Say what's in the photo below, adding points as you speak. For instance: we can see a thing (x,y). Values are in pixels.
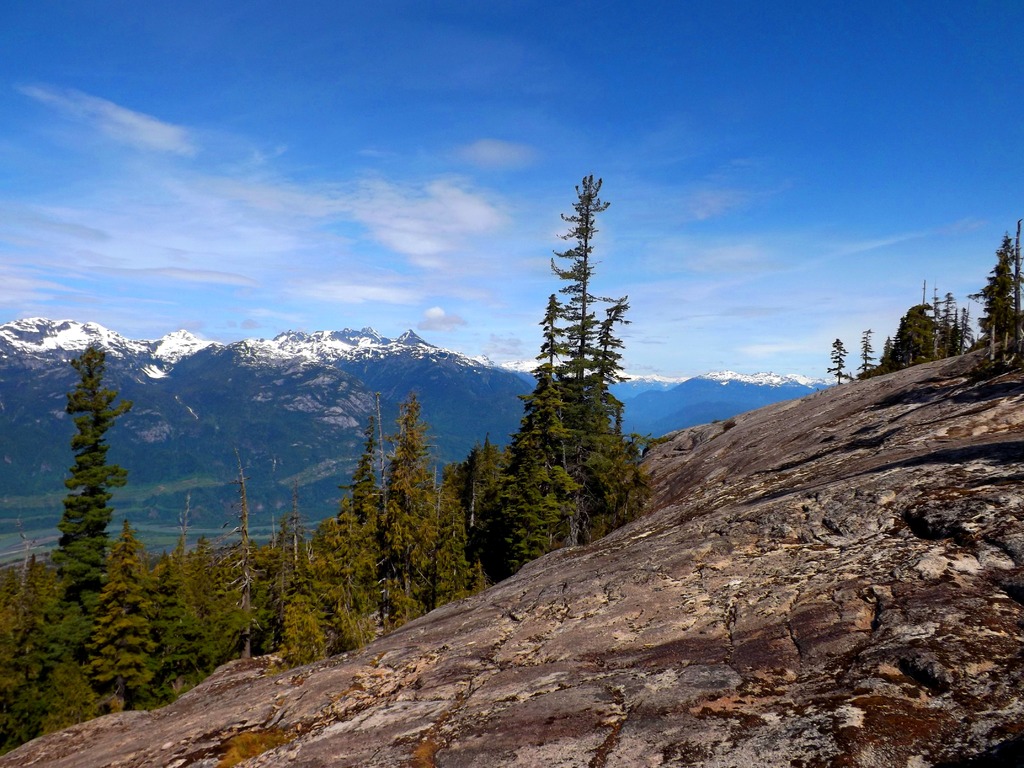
At the bottom of the image (725,628) there is rock (298,666). And also there are trees (340,502). In the background (188,425) there are mountains (271,358) covered with snow (99,343). At the top of the image (315,185) there is sky (469,248) with clouds (313,278).
